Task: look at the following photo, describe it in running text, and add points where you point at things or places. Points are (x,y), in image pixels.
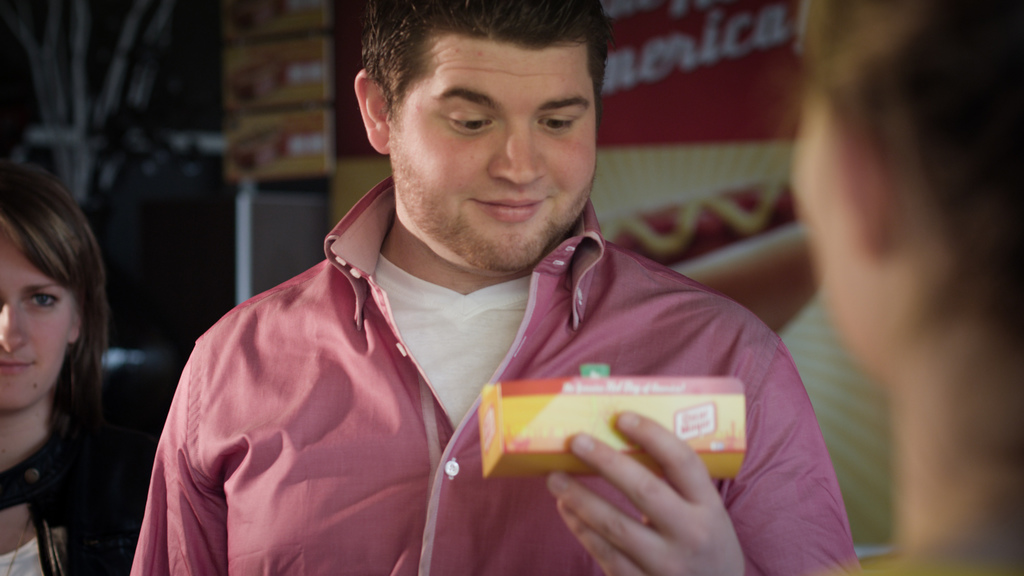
In the center of the image (444,277), we can see a man (568,320) holding a box (589,427) and in the background (707,67), there are some other people (846,120) and we can see a board (677,108).
